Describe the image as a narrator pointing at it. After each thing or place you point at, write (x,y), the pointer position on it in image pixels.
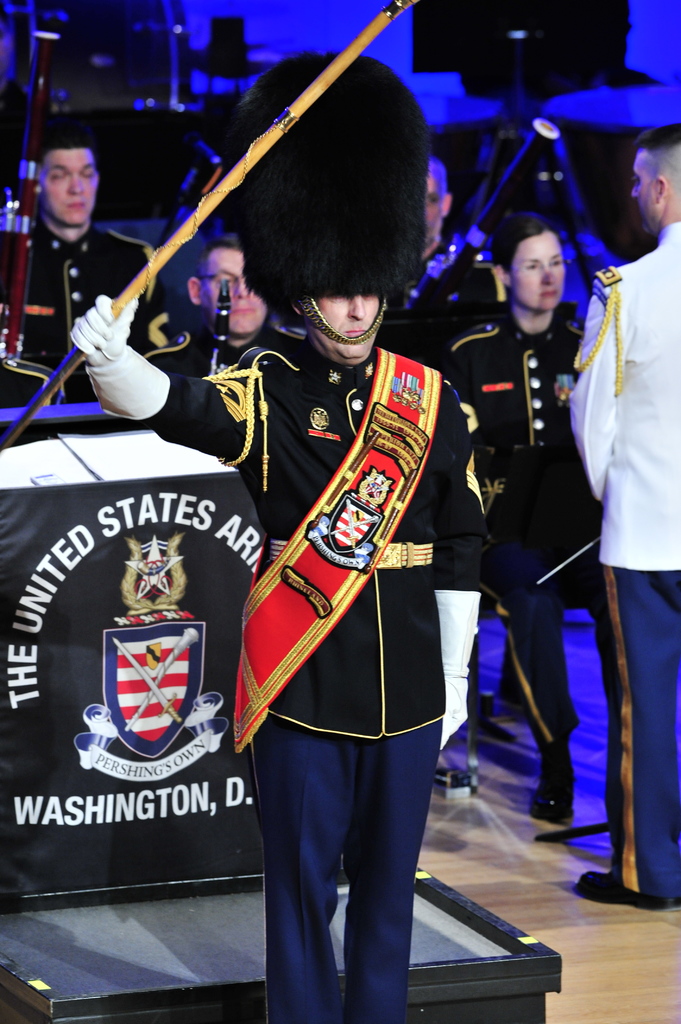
In the given image i can see a person (361,299) in a costume (304,280) and holding a stick (201,211) in his hand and behind him i can see a people (52,214) and poster (150,596) with some text (107,793).
